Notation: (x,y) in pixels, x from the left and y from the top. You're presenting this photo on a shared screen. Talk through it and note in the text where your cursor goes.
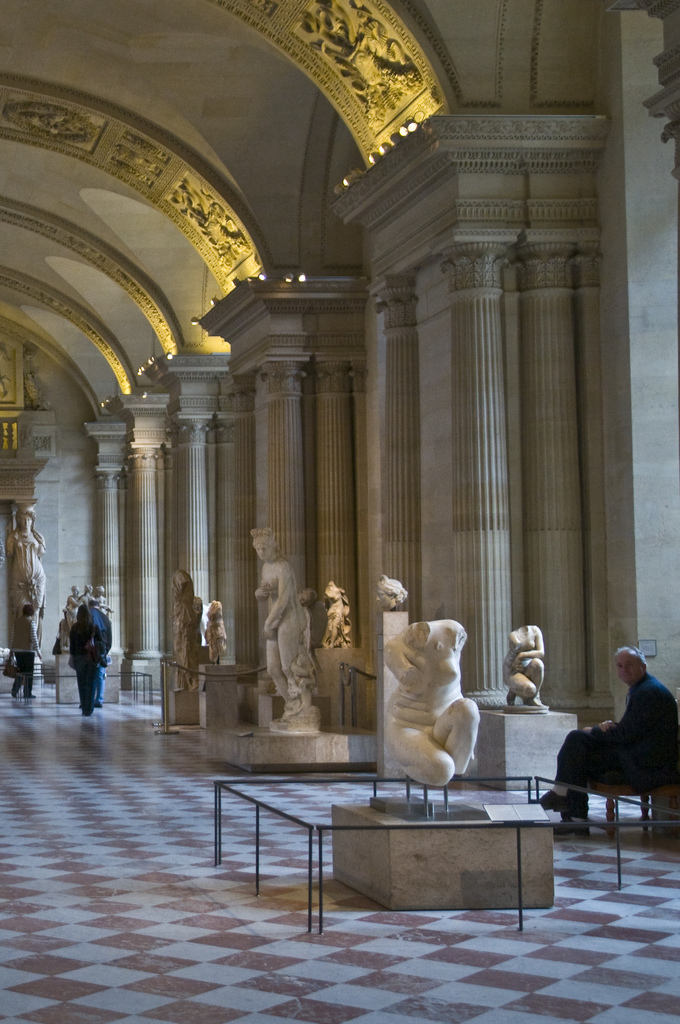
In this image I can see few statues (459,737) and pillars (471,490). We can see few people (36,633) are walking and one person (632,766) is sitting. We can see lights (394,145).
